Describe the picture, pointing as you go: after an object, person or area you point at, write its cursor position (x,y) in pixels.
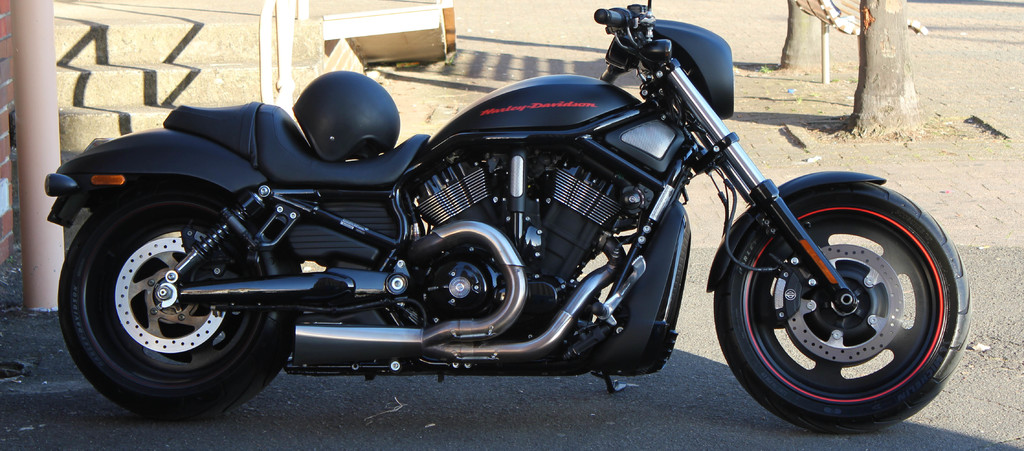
In this image in front (639,257) there is a bike (476,202) on the road (512,406). On the bike (392,191) there is a helmet (364,151). Behind the bike (179,193) there are stairs (173,60). There is a pillar (24,197). On the right side of the image (895,101) there are two trees (898,106).
